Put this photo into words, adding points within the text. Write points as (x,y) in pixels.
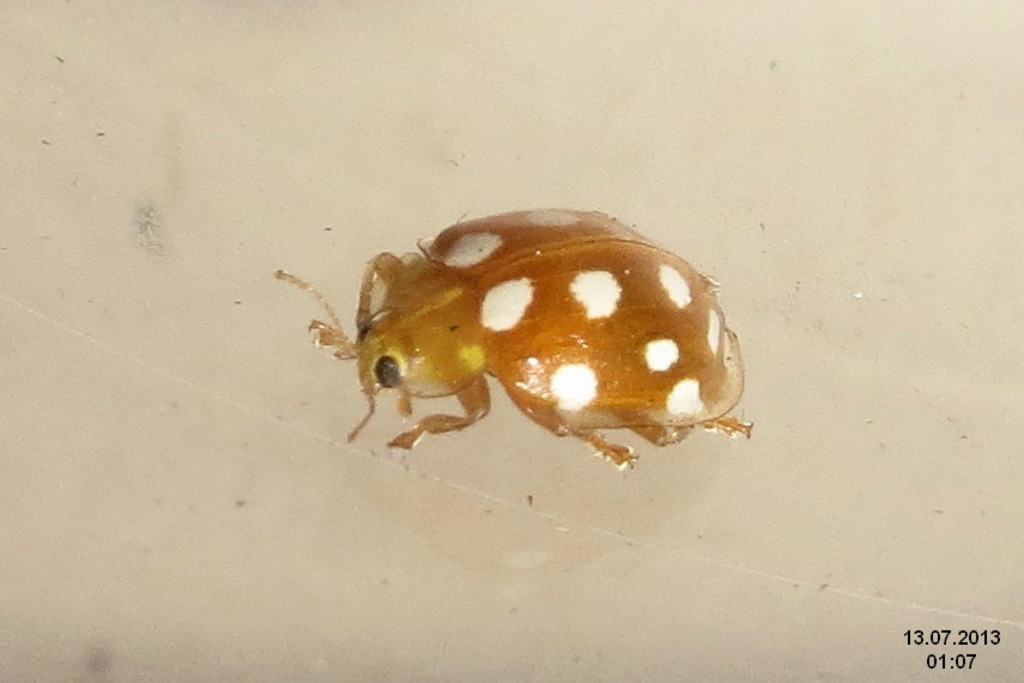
In this image we can able to see a insect (476,298) which is brown in color.
